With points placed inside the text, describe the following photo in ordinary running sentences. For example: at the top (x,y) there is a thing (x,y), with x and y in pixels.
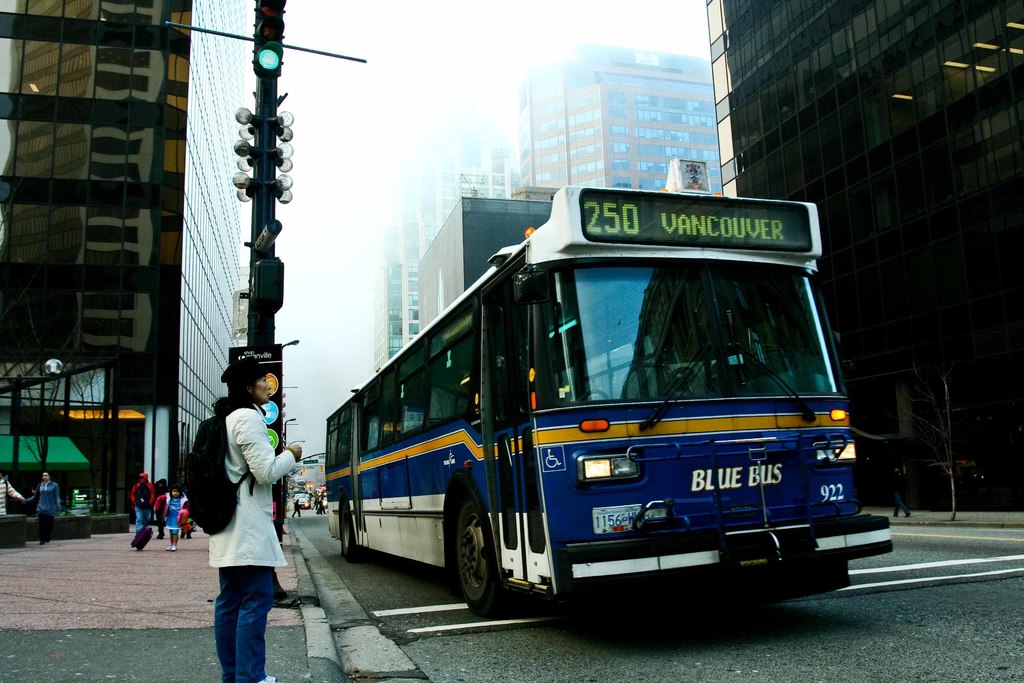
In the picture we can see a street (898,595) with a path (179,599), on the path (181,580) we can see some people (182,530) are walking and a person (293,451) is standing with a bag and behind we can see a pole (262,331) with a traffic light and on the road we can see a bus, which is blue in color and in the background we can see the buildings (235,56) on the either side of the road (800,664) and a sky (413,106).
